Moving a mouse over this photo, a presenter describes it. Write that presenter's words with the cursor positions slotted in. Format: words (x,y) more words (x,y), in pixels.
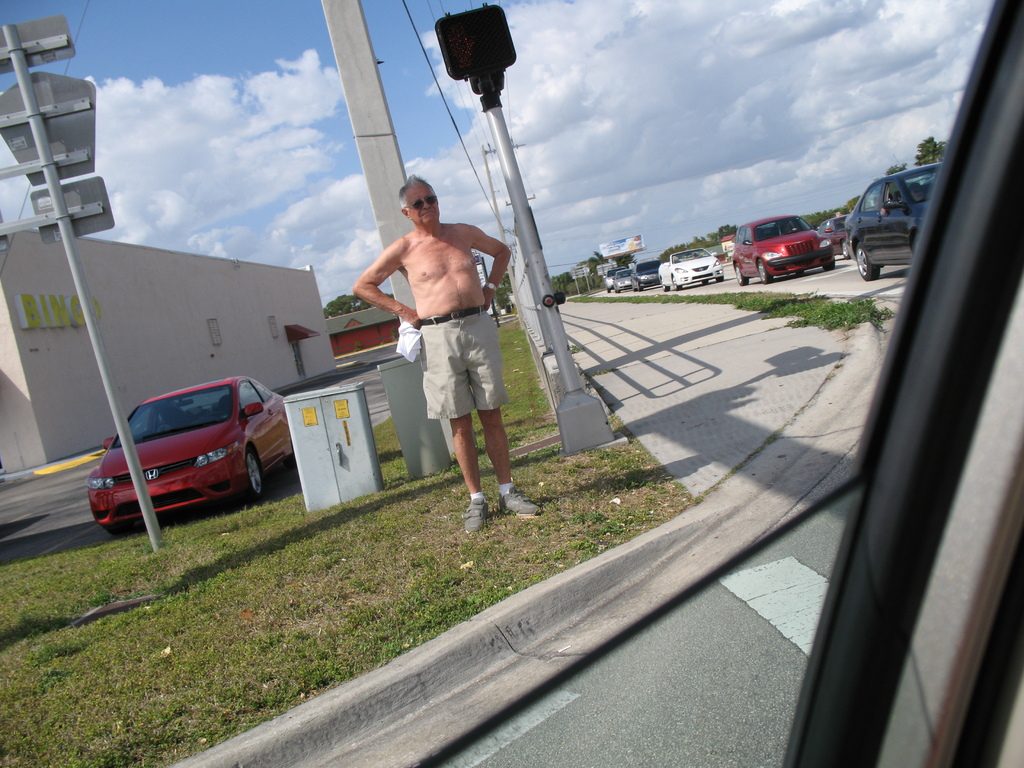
As we can see in the image there is a house (254,293), grass (402,633), cars (279,450), a person (485,309) standing over here and in the background (580,290) there are trees (582,289). At the top (625,81) there is sky (318,121) and clouds (220,118).
